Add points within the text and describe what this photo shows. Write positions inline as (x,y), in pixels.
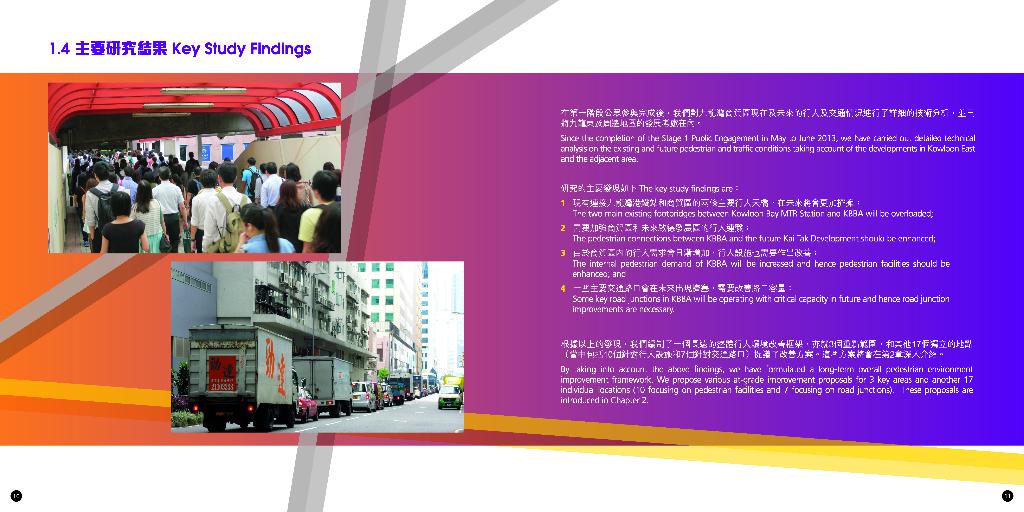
In this picture we can see poster (598,246), in this poster (105,310) we can see people (145,189), vehicles (309,377) on the road (362,412), buildings (299,287) and some information (259,52).
